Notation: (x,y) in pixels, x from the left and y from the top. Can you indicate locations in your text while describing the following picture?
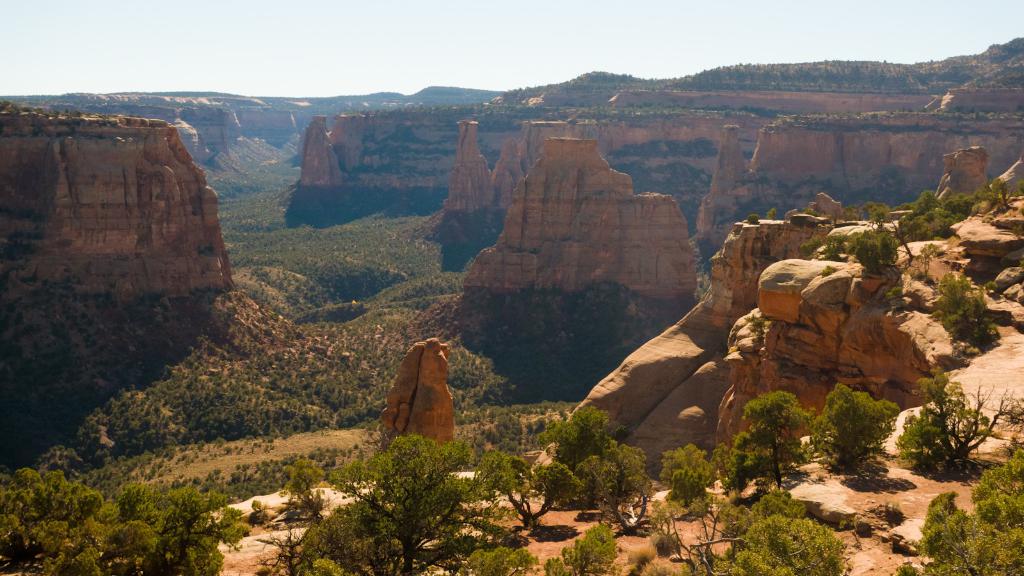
In the picture I can see trees (330,289) and hills (221,124).
